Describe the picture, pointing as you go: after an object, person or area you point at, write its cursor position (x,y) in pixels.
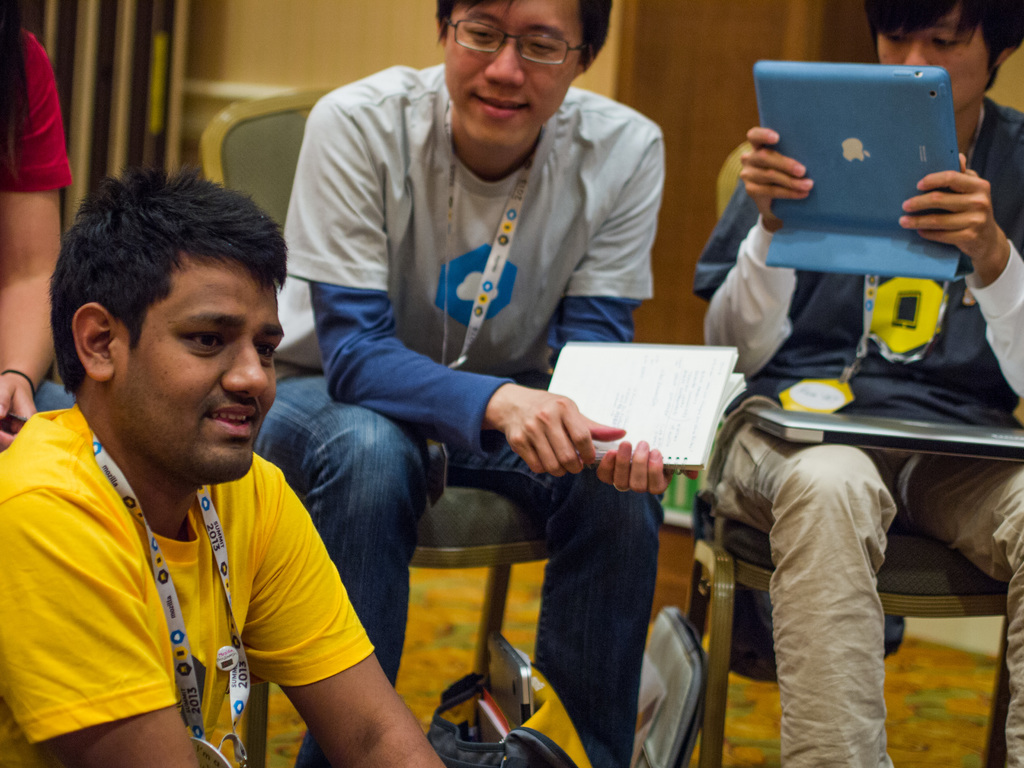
There are three people (339,441) sitting. This man (623,479) is holding a book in his hands (584,456). At the bottom of the image (541,726), I can see a bag (541,726) with few things (513,717) in it. On the left side of the image (31,340), I can see another person (41,304). This person (827,375) is holding a tablet (877,187) in his hands (792,185). I think this is a laptop (956,435). In the background (674,272), I think this is a wooden door (691,167).
